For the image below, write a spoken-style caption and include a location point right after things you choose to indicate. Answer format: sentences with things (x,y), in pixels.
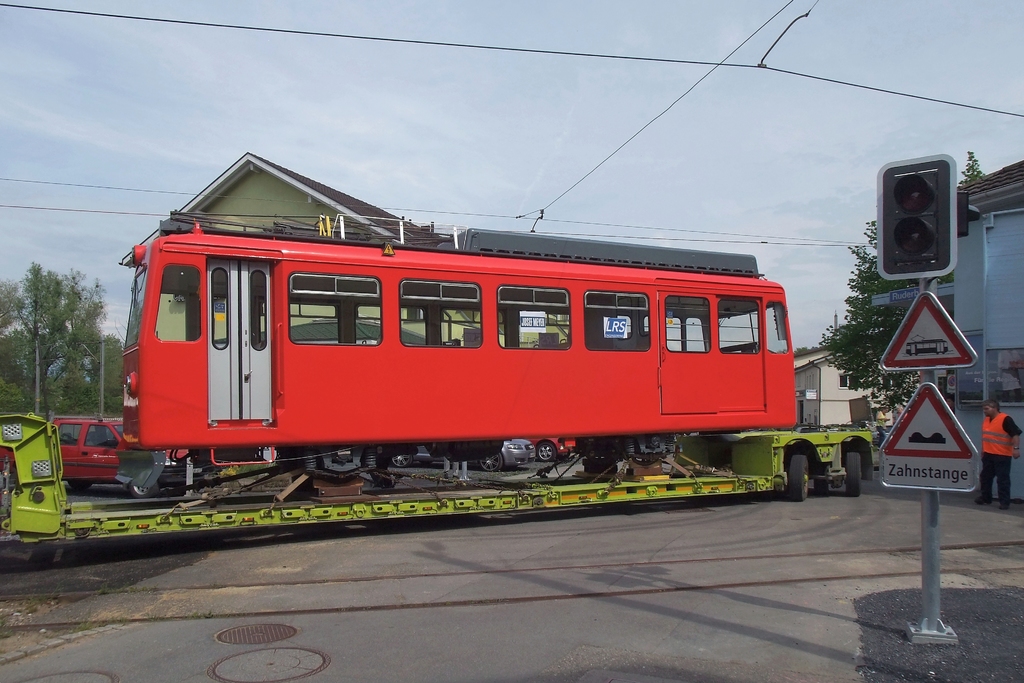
In the picture we can see a train box (251,420) on the trolley (613,478) which is red in color with some windows (739,349) and door (259,397) and beside to the trolley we can see a path (898,606) to it, we can see a pole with signal light (937,227) and some boards (929,449) to it and in the background (984,409), we can see a man (983,473) standing near the house wall (965,246) and a tree (857,290) beside it and in the background (859,340) also we can see some trees (65,338) and a sky (437,140).
